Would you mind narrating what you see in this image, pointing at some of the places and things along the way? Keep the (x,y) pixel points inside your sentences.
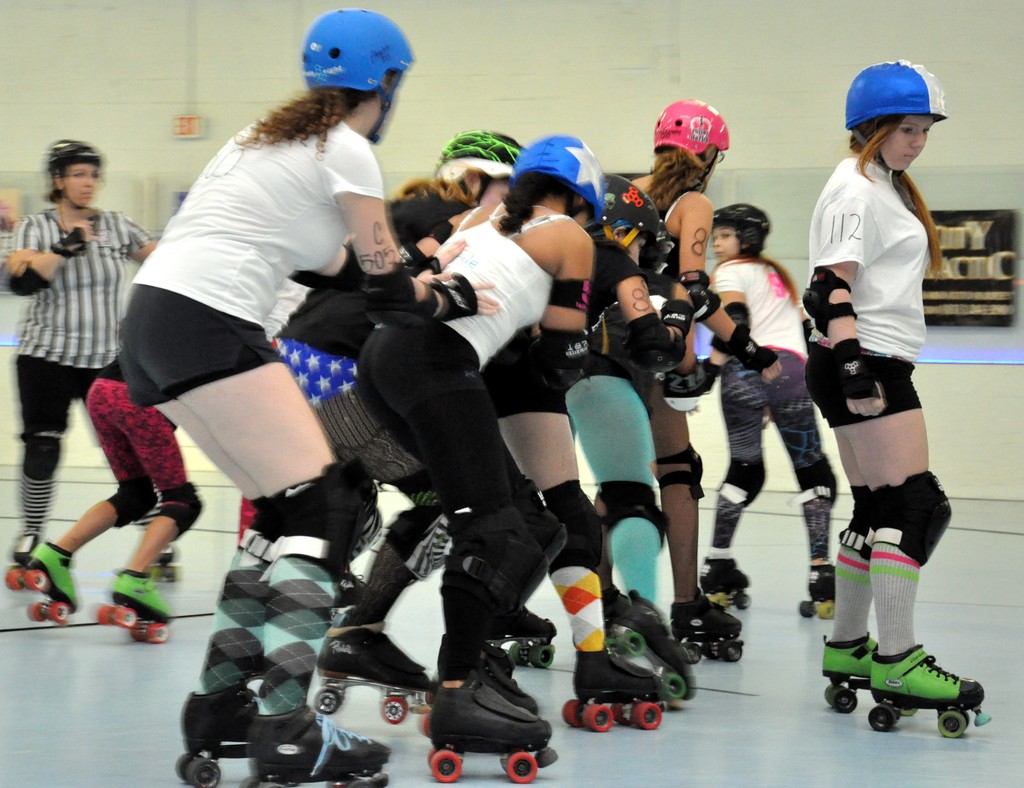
In this image I can see a group of people (536,350) are skating on the floor (952,585). In the background (924,390) I can see a wall (949,398), fence (989,400), board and so on. This image is taken may be during a day.
